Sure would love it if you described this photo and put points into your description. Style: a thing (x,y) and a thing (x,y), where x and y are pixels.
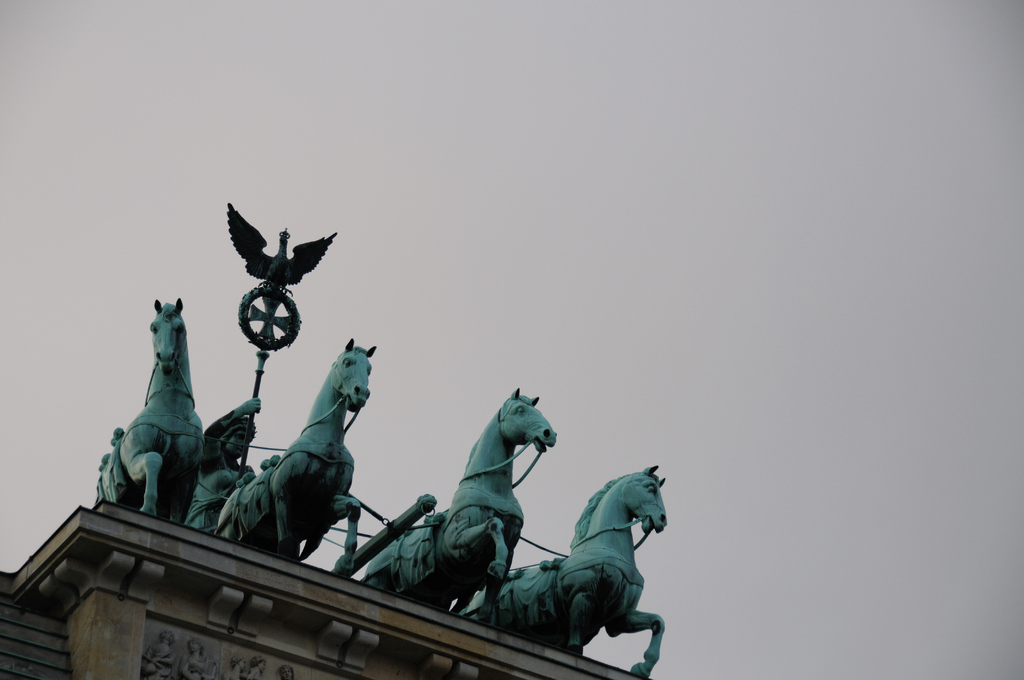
In this image in the front (267,554) there are statues (293,524) of horses (305,476) and there is a statue (243,470) of a man (227,468) and the sky (646,225) is cloudy.
